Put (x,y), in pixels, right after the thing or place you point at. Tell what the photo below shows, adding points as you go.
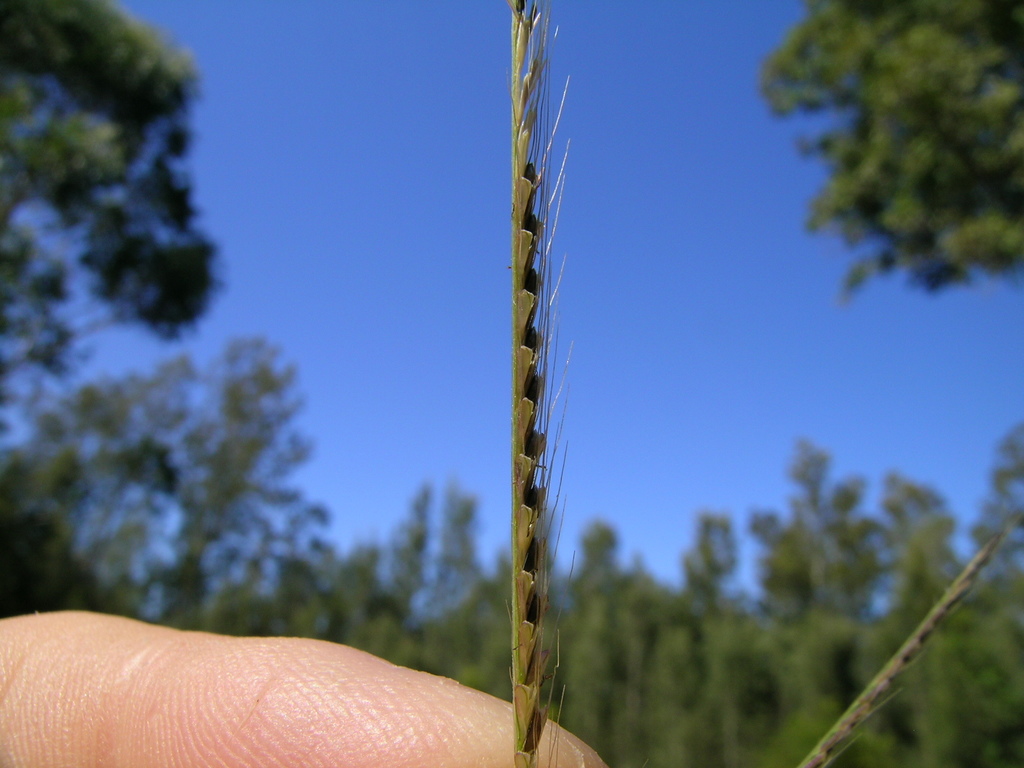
In this image there is a finger (541,749) and a grass (516,298), in the background (128,96) there are trees (893,76) and the blue sky (598,357) and it is blurred.
